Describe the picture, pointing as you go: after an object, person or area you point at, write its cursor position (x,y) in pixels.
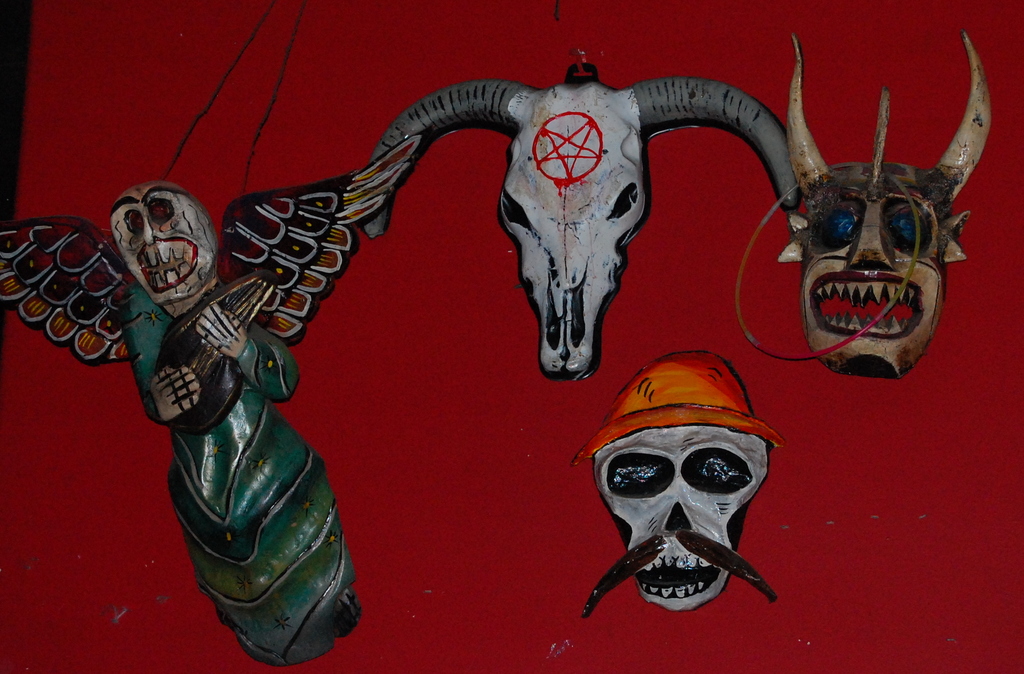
In the picture I can see painting (669,528) of skulls (610,477) and some other things (890,183) on a red color surface (478,220).
